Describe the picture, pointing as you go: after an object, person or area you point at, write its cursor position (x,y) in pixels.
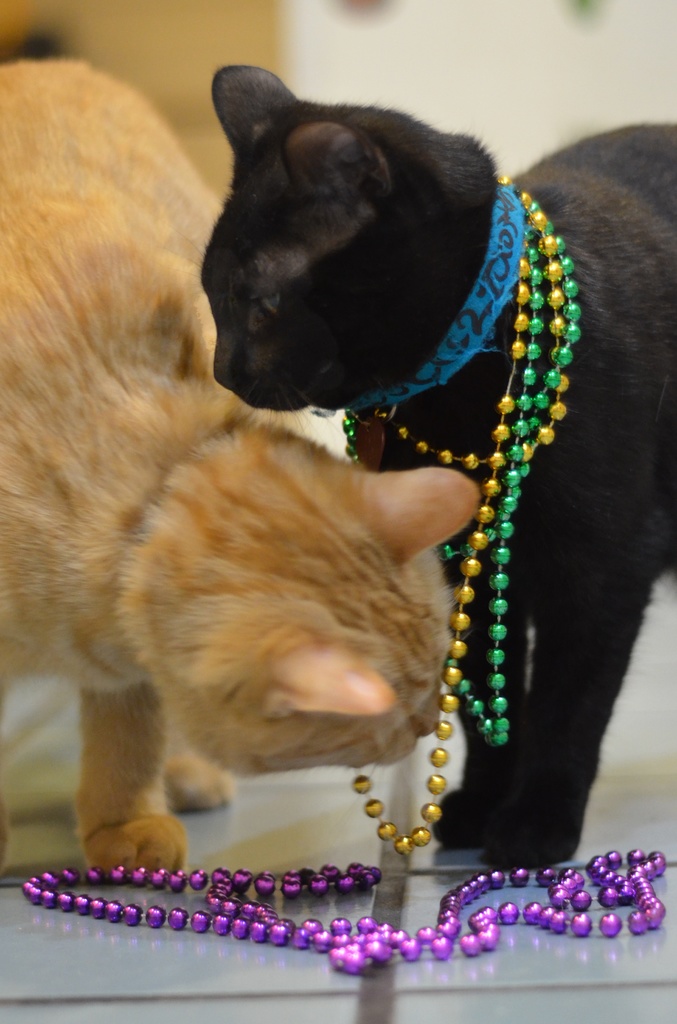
In this image we can see cats (344,548) on the floor (393,869).
